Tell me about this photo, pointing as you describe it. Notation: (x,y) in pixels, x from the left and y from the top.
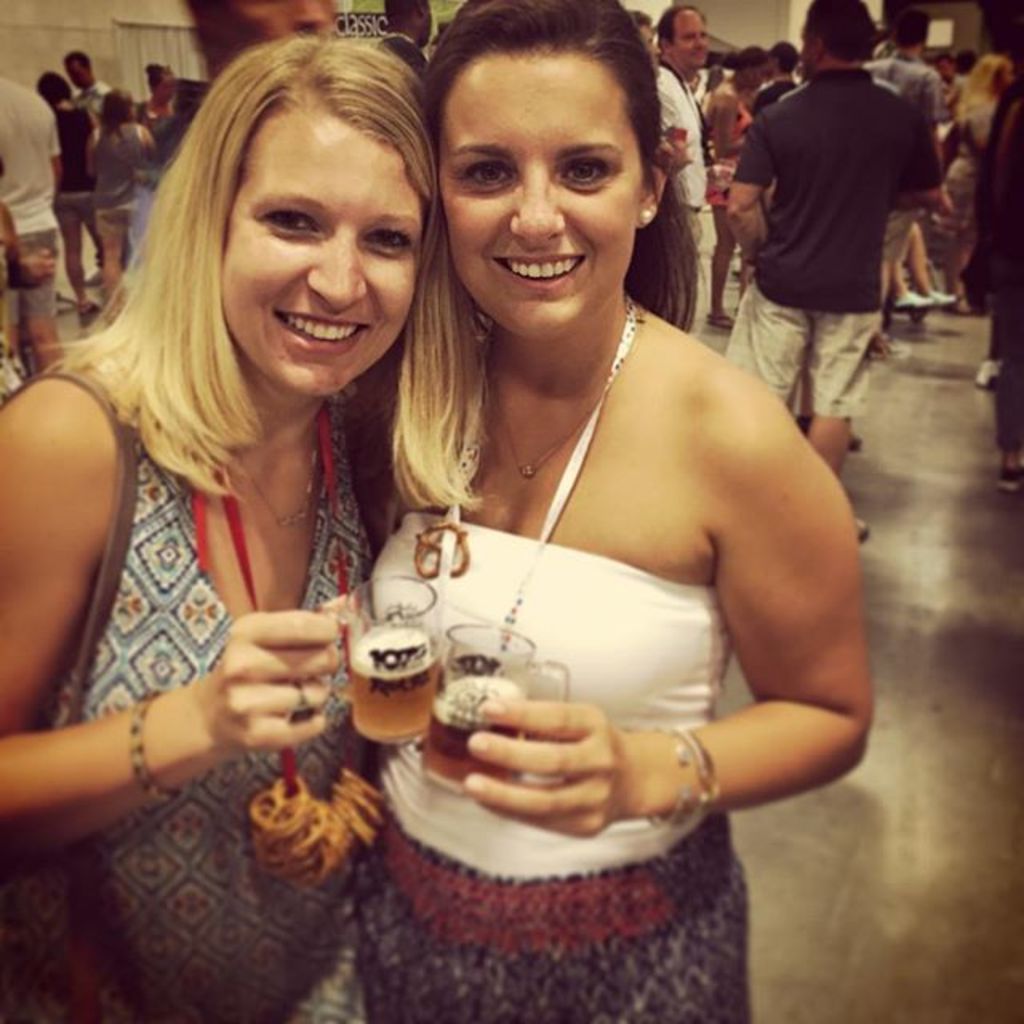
There are two women (180,534) holding drinks (443,685) in their hand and there are many people (416,65) behind them.
